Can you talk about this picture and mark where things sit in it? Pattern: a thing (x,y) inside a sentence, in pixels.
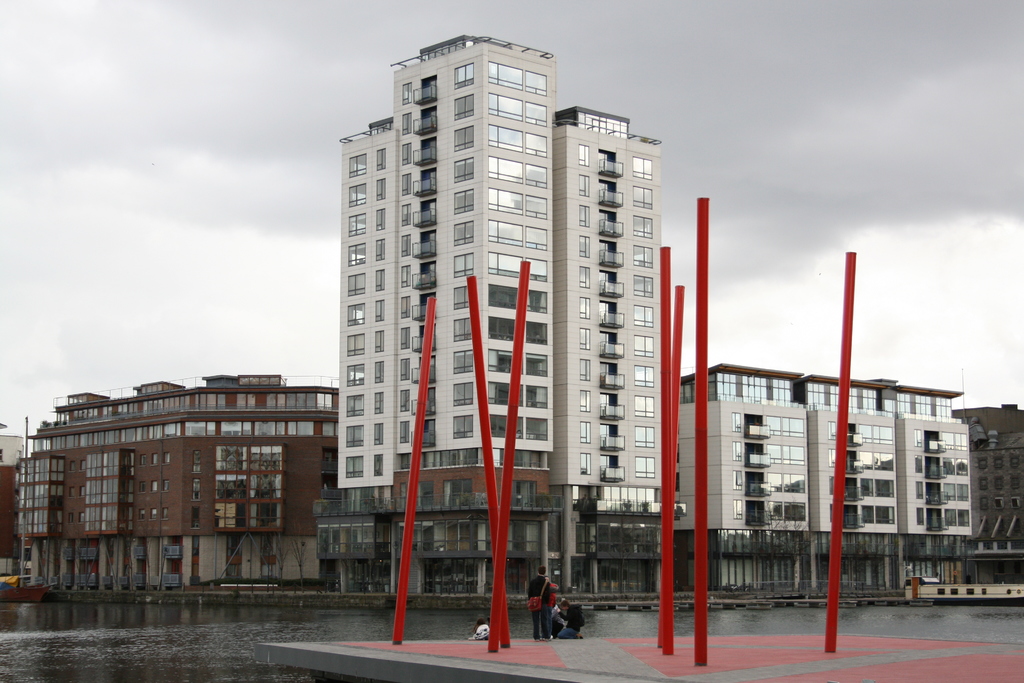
In the background of the image (379,374) there are buildings (496,454). At the bottom of the image (174,640) there is water (201,662). In the center of the image (426,365) there are red color pipes (526,277). There are people (553,632) standing. At the top of the image (686,95) there are clouds (775,171).
